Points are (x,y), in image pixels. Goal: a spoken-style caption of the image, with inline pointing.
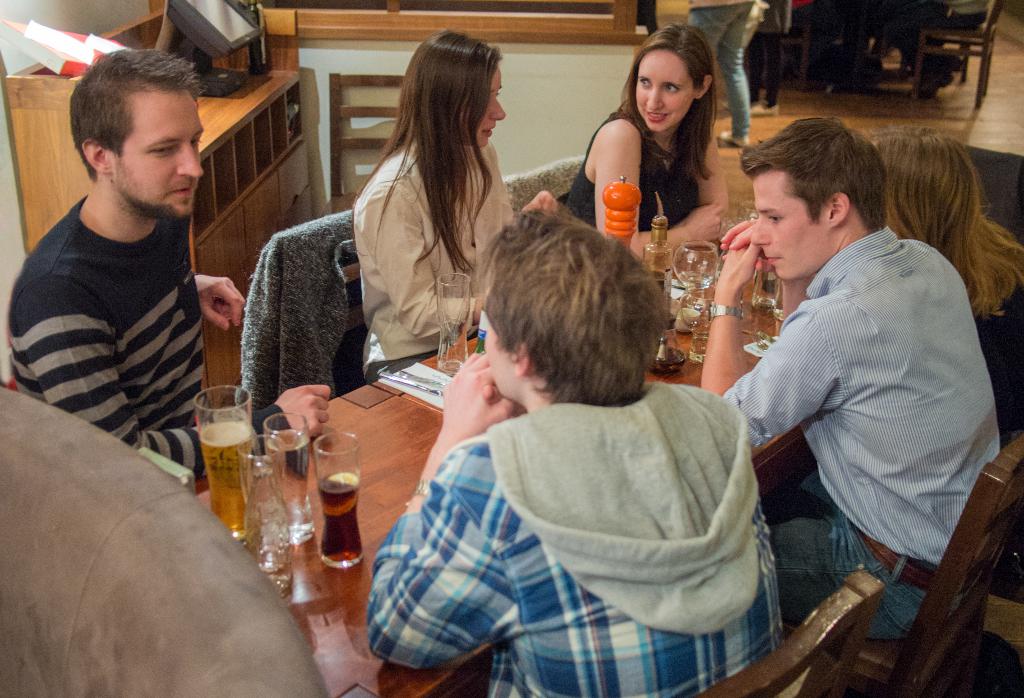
There are group of people (157,368) sitting on the chairs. This is a table (379,450) with a glass tumblers (332,498), bottles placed on it. I can see a monitor screen (212,10) placed on the rack (250,109).
